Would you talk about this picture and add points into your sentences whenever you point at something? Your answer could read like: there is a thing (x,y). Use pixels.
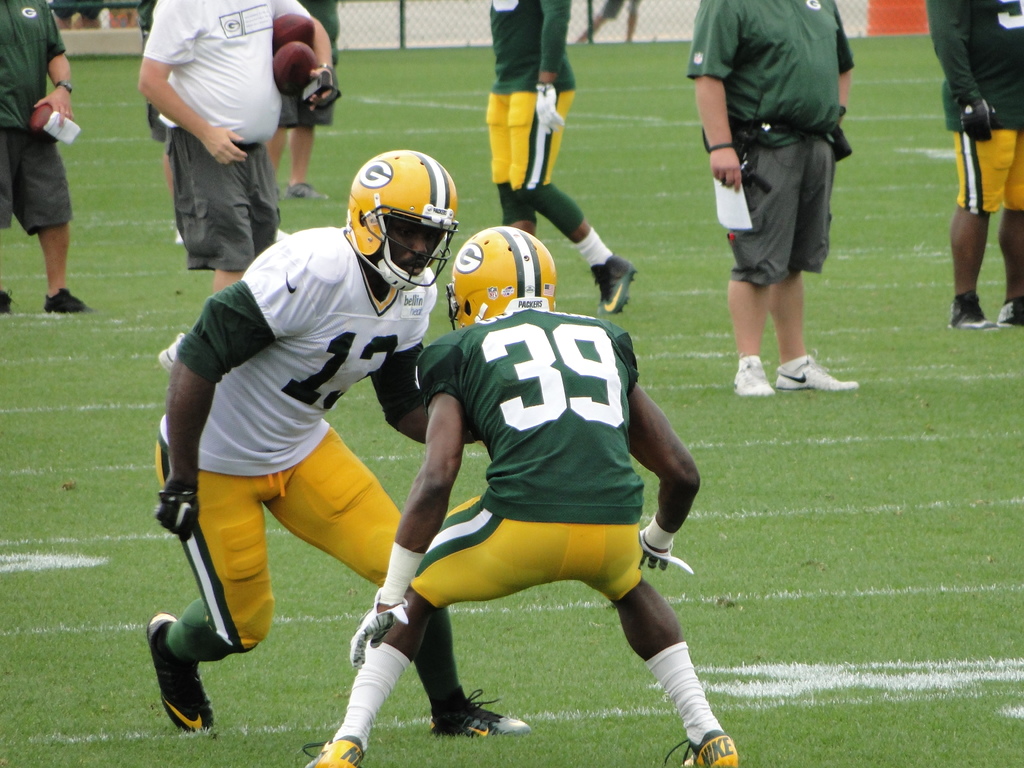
This is a playing ground (48,438). Here I can see few people (242,331) wearing t-shirts (282,366), shorts (344,475), helmets (469,252) on the heads (459,258) and playing a game. In the background (549,71), I can see few people (32,68) are standing. On the left side (17,87), I can see two men (179,107) are holding balls (288,28) in the hands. On the ground (868,640) I can see the grass (826,613). At the top of the image (439,20) there is a net (372,23).
